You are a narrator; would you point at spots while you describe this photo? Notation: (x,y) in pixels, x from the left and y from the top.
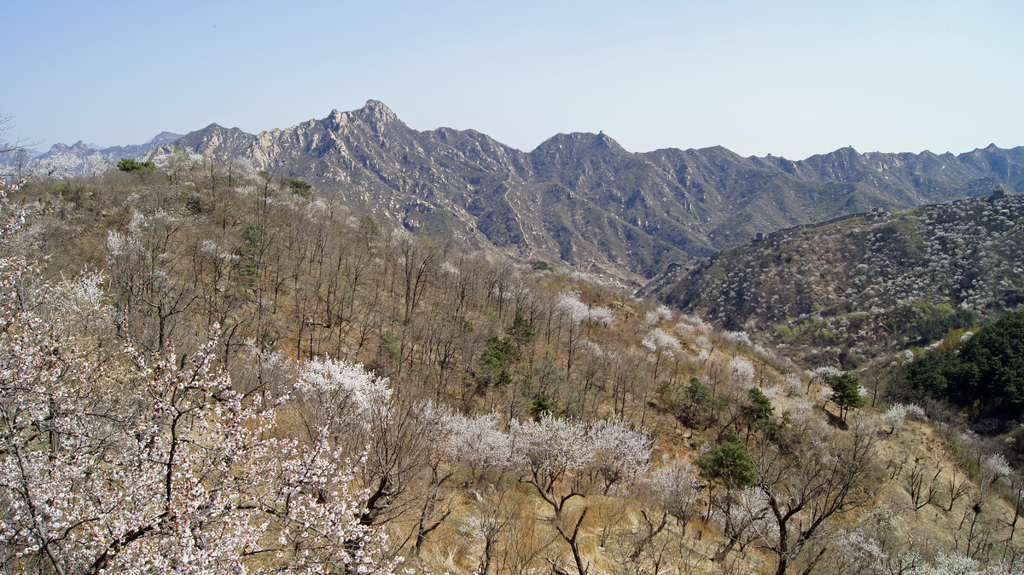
In the picture we can see grass plants (616,550) and trees (341,405) with white color flowers (543,435) to it and in the background (709,304), we can see hills (733,313) with rocks (404,186) and behind it we can see a sky (749,127).
